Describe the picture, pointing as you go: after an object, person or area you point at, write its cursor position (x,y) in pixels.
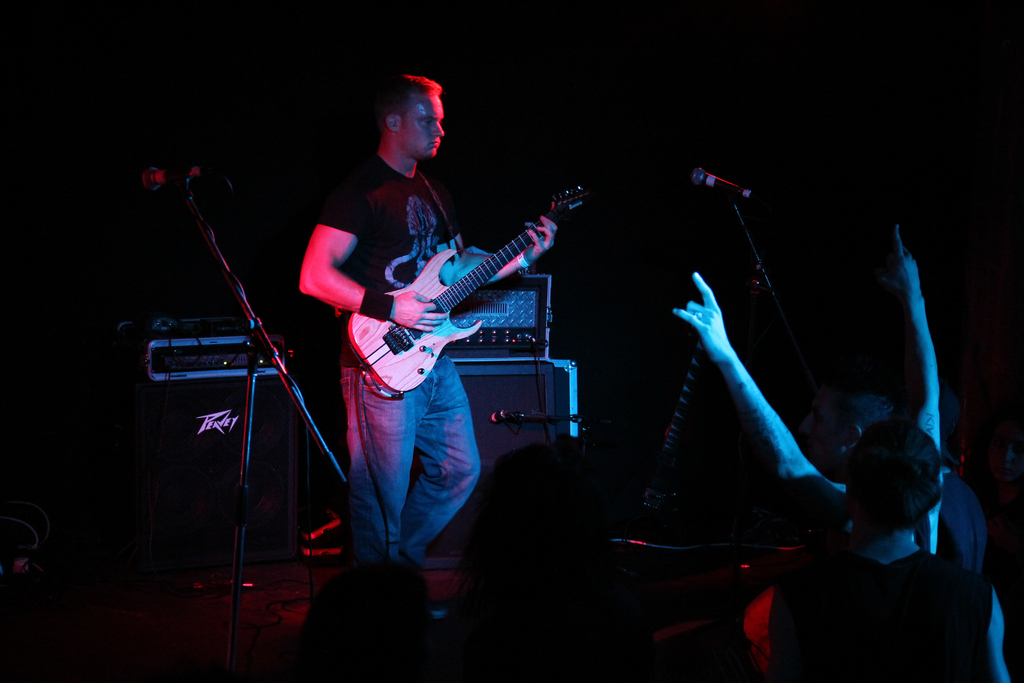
In this image i can see a person (388,232) wearing a black t shirt (379,214) and blue jeans (411,426) is standing and holding a guitar (456,340). i can see few microphones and few people (876,386) in front of him. In the background (216,391) i can see few speakers (168,443), a musical system (524,311) and a black cloth (554,81).
